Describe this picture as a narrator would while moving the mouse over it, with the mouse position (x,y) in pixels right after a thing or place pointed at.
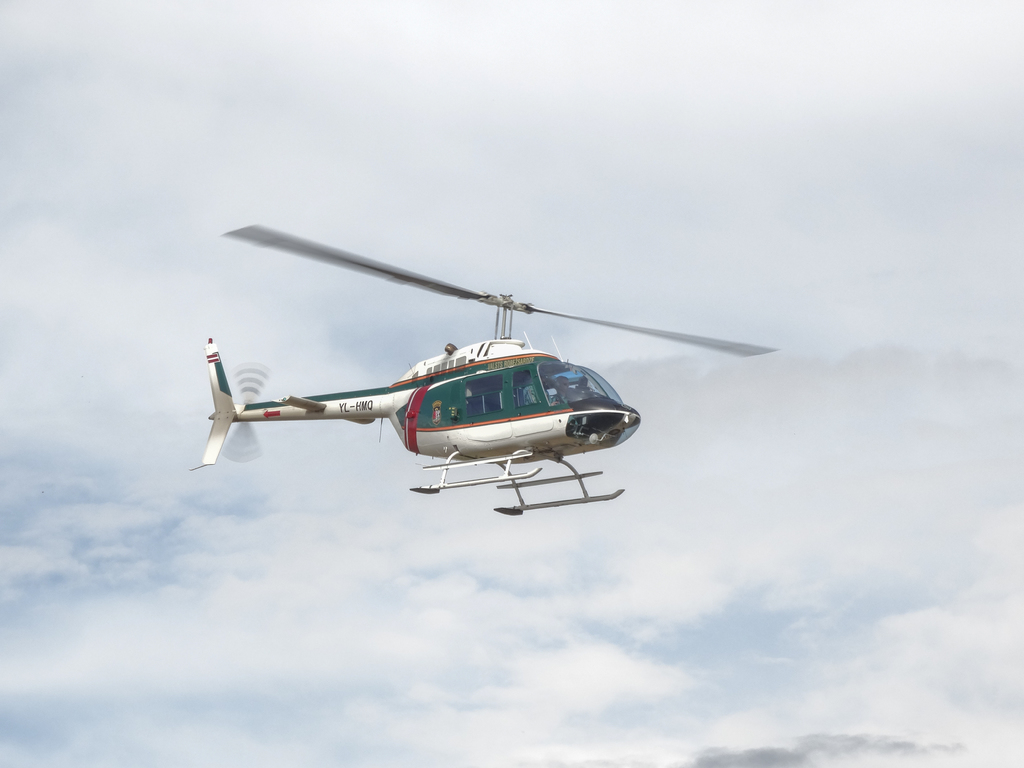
In the foreground of this image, there is a helicopter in the air (273,603) and in the background (274,634), there is the sky (199,661).
